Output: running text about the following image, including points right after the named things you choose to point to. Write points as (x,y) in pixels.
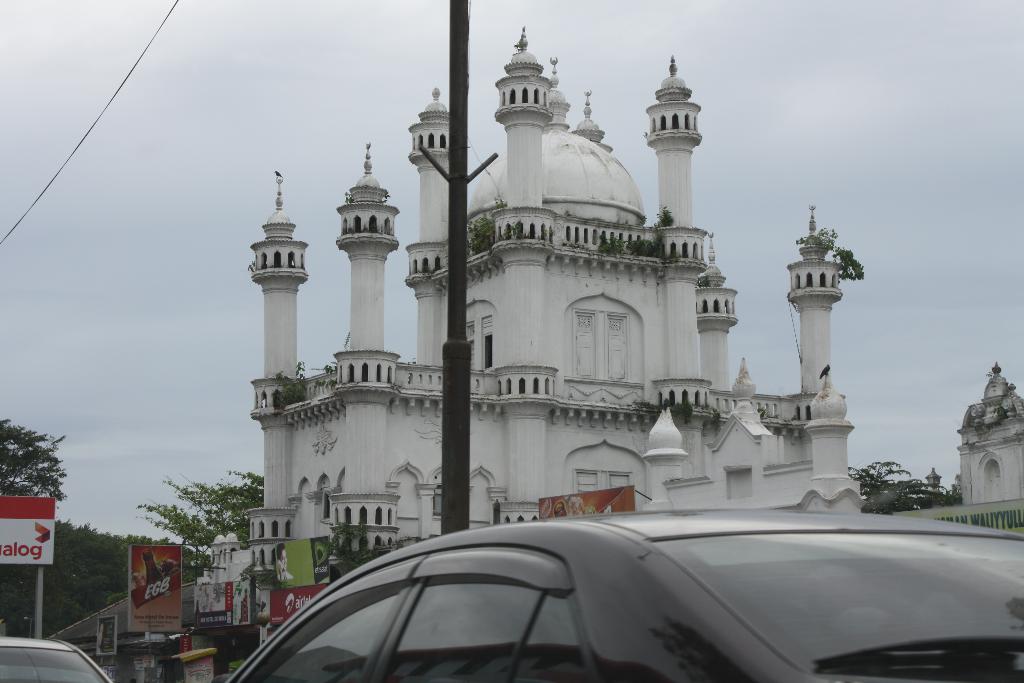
In this image, we can see ancient architecture (520,440), banners (286,556), trees (96,565), railings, pillars (428,338), plants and poles (463,391). At the bottom of the image (692,666), we can see the vehicles (607,659). In the background (196,281), there is the sky (125,186).
